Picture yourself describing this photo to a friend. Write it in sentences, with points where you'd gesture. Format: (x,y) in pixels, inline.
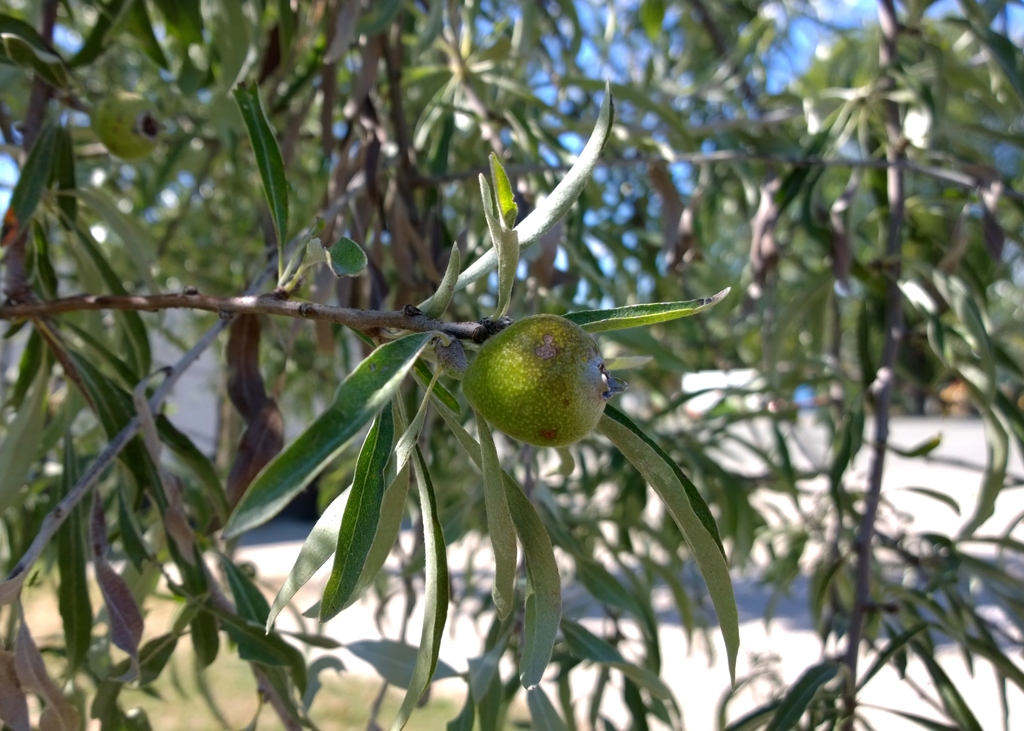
In this picture I can observe green color fruit (523,373) to the tree (499,329) in the middle of the picture (521,368). In the background (399,296) there are trees (803,239) and sky (605,73).
